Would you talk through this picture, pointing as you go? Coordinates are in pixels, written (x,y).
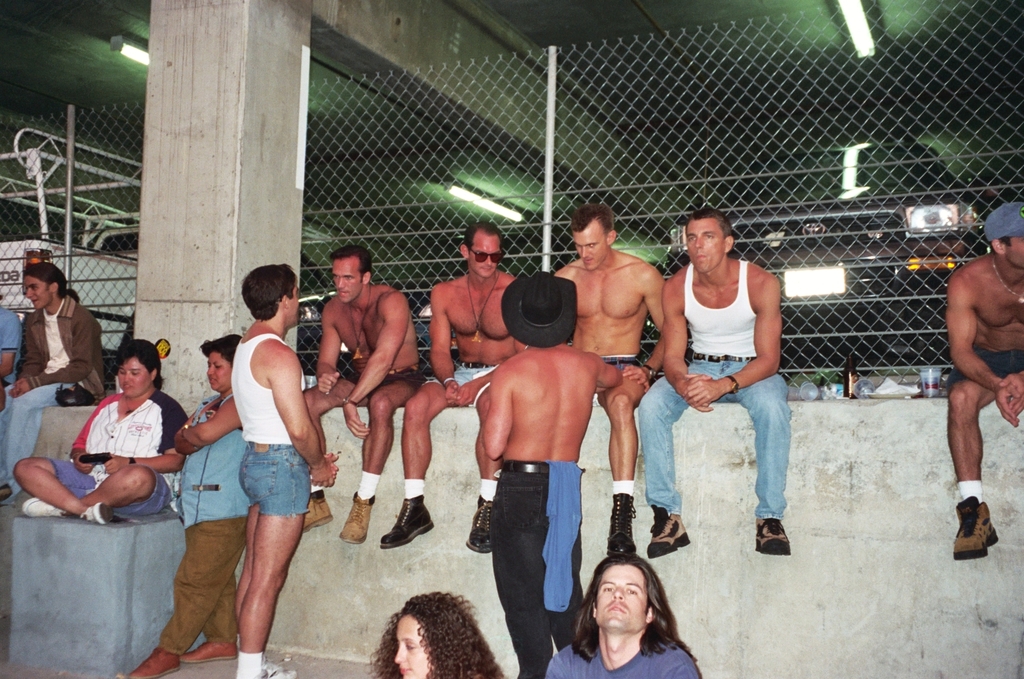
This picture describes about group of people (620,339), few are seated and few are standing, behind them we can see few metal rods (73,183), fence (745,113) and lights (828,272).
